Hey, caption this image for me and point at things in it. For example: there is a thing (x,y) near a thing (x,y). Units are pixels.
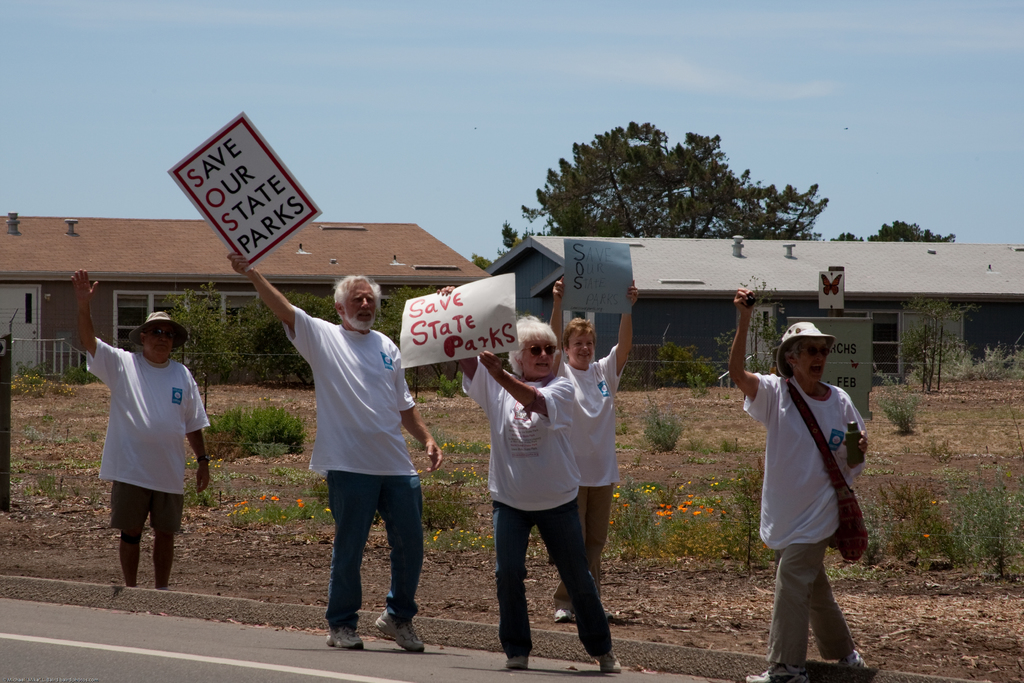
In this picture there is a man (323,409) who is wearing white t-shirt (355,425), trouser (399,538) and shoe (401,640). He is holding a poster (216,215), besides him there is a woman (518,324) who is wearing goggles (540,348), t-shirt (539,487), jeans (505,590) and shoes (602,656). She is also holding a poster (456,353). Behind her I can see the woman (606,464) who is standing near to the grass (692,517). On the right (785,349) there is another woman (775,413) who is wearing hat (795,342), goggles (817,353), t-shirt (816,463), trouser (780,605), bag (823,445) and shoe (799,679). She is holding a bottle (858,445). On the left (176,521) there is a man (189,433) who is wearing hat (156,322), goggles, t-shirt (114,473), short (158,515) and he is standing near to the road (127,622). In the background (420,242) I can see the shed (875,312), building (204,225), fencing (313,382) and trees (568,205). At the top (500,77) I can see the sky (500,77) and clouds (496,58).
